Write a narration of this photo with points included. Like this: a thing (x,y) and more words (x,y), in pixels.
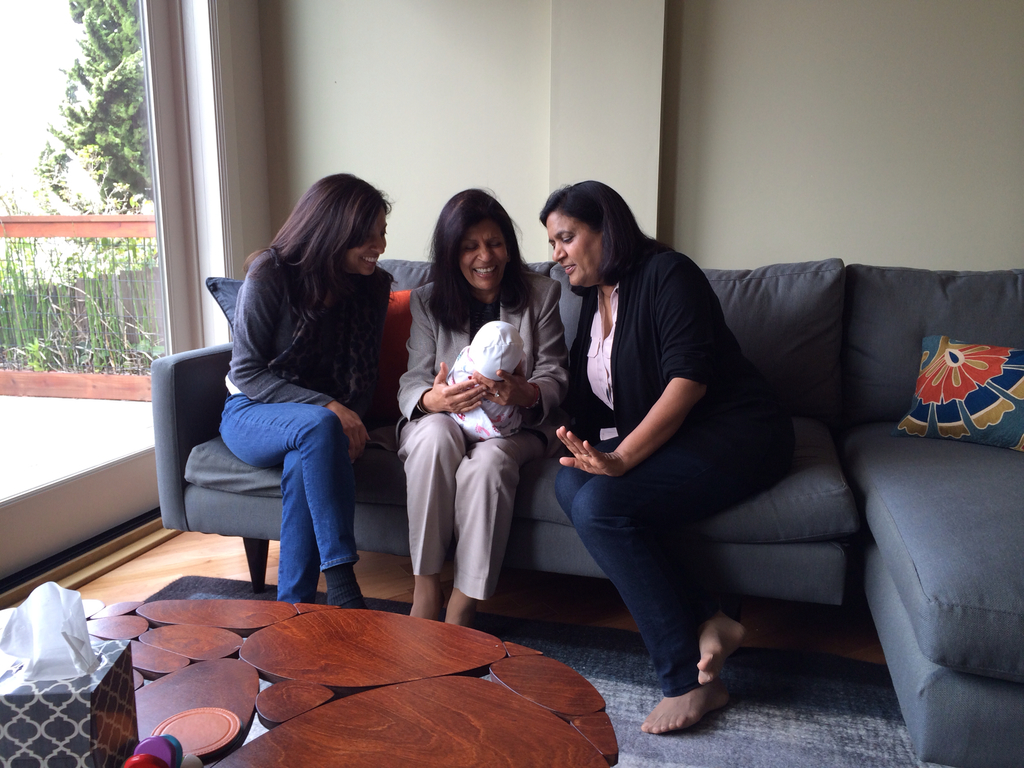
There are women (648,404) sitting on a sofa (714,534). The women (485,471) sitting in the middle (422,472) is holding a baby (467,424). There is a table (364,720) in front of the image and at the left side of the image (99,112) there is a tree (92,147) and at the right side of the image (974,372) there is a pillow (981,409) on sofa (1008,491).
